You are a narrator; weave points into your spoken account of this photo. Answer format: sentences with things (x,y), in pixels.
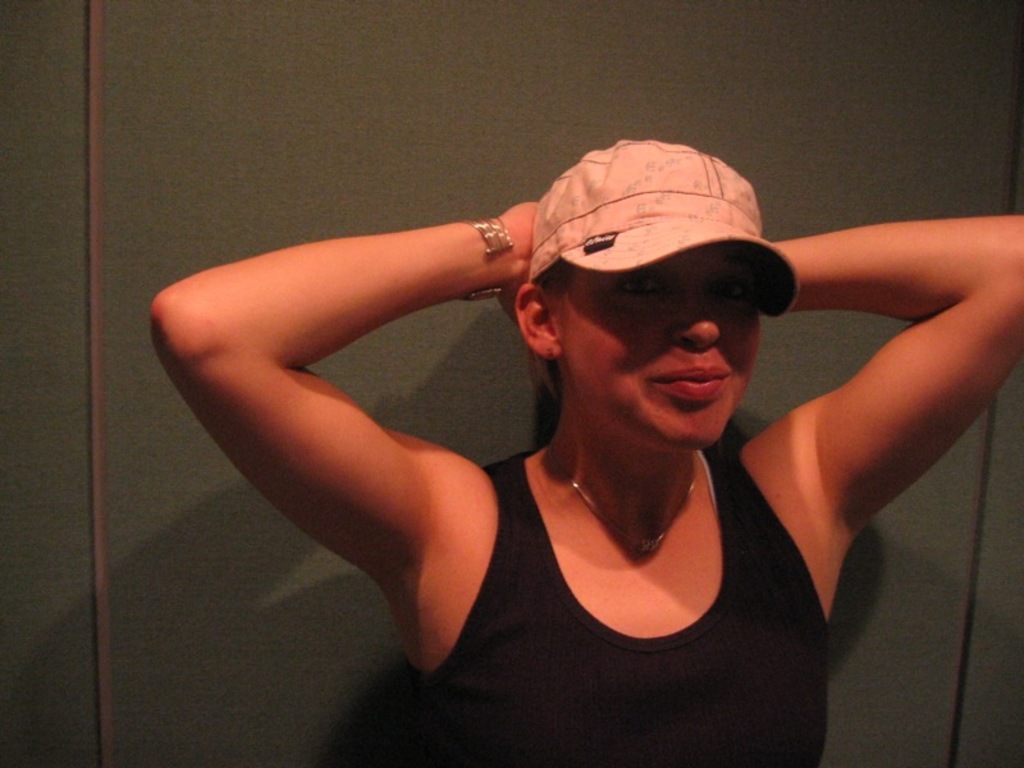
In this picture there is a woman (681,381) smiling and wore a cap (677,248), behind her we can see wall (429,144).
